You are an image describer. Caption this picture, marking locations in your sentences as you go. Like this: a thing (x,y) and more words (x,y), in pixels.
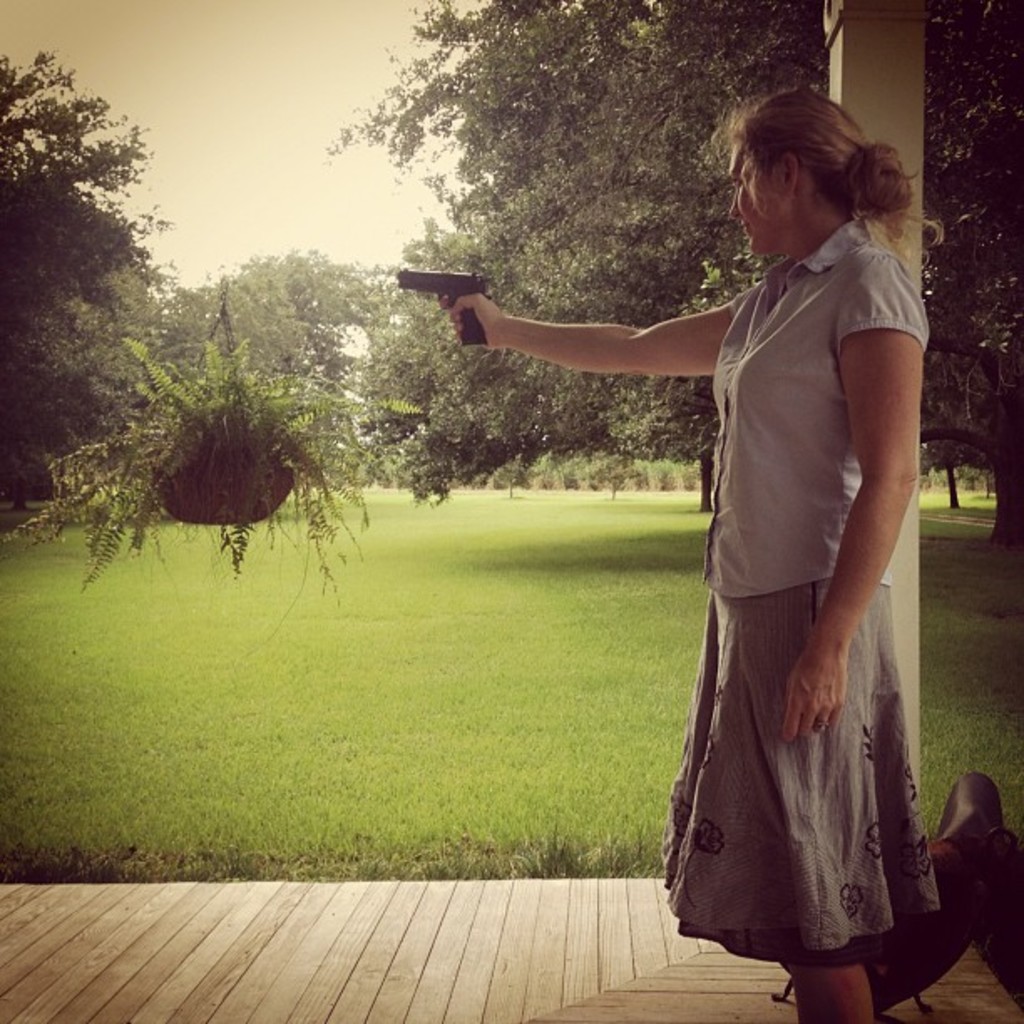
In the image there is a woman (761,726) standing on a wooden surface (751,989), she is holding a gun (435,285) and around the woman (778,570) there is a garden (254,749) and many trees (314,270).
